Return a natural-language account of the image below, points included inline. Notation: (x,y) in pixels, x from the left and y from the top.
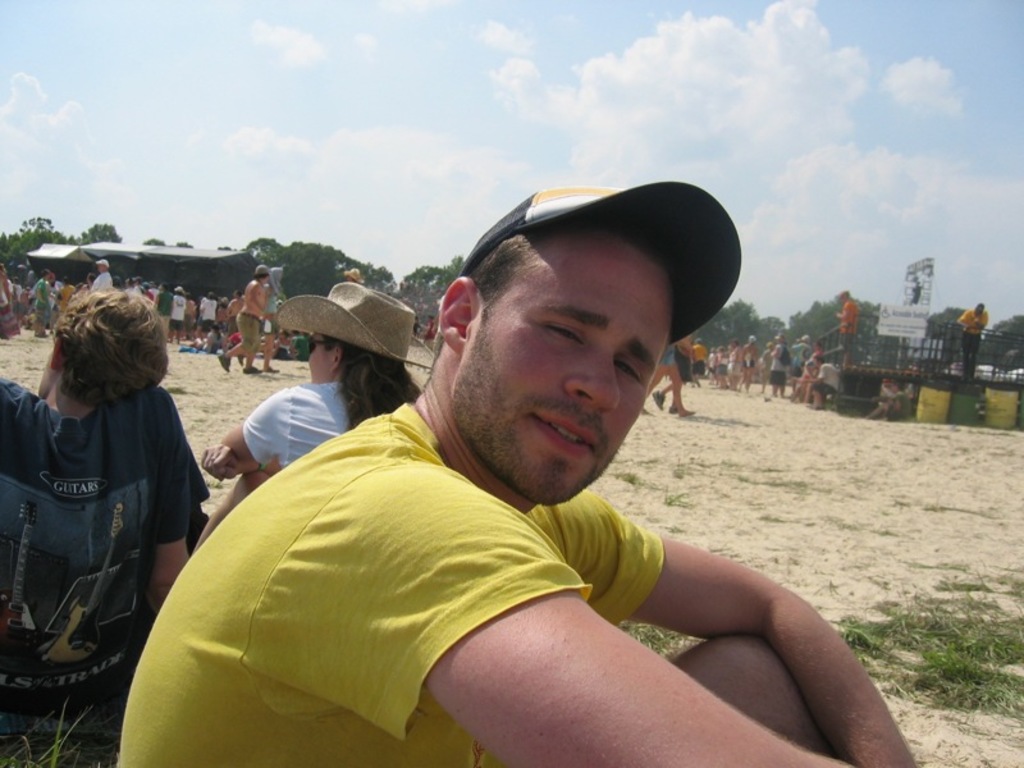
In this image we can see a group of people (701,620) sitting on the ground (690,456). One person (502,417) with cap (611,222) and yellow t shirt (485,516). One woman (347,415) is wearing a hat (362,334) and spectacles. In the background (180,302), we can see a group of people (203,325) standing on the ground (750,401). On the right side of the image (986,360) we can see a metal fence (948,340), a group of trees (821,330) and the sky (520,97).
